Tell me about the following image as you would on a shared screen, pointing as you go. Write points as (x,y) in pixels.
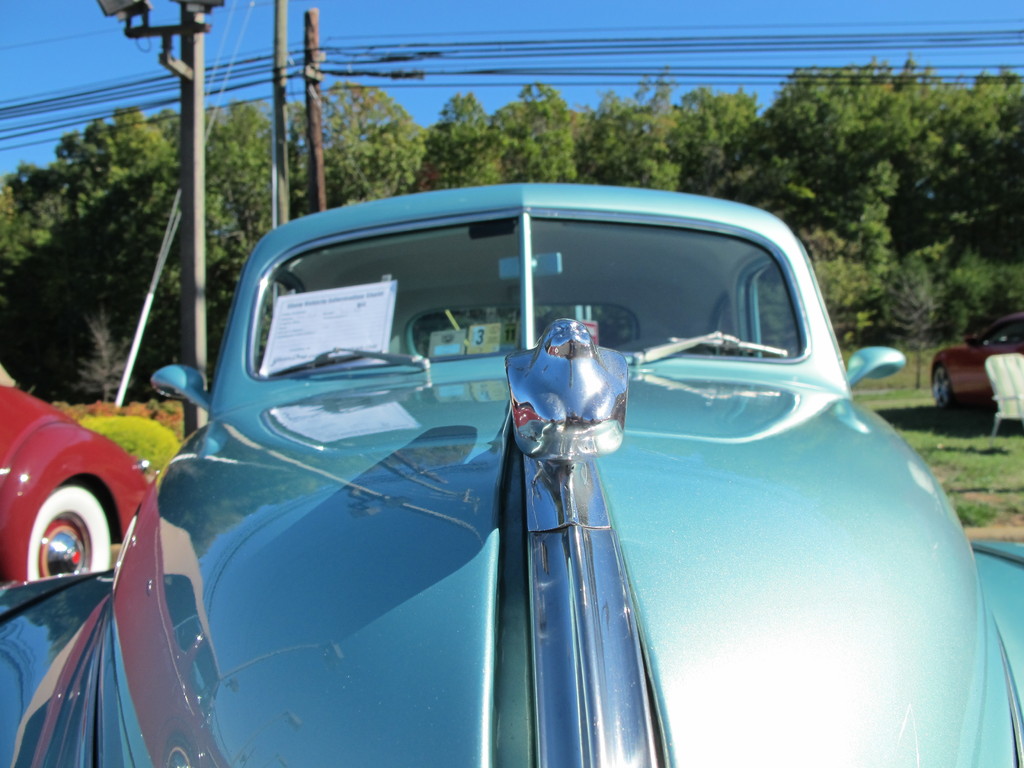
In front of the image there are cars (551,549). On the right side of the image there is a chair (994,435). At the bottom of the image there is grass (950,470) on the surface (974,479). On the left side of the image (162,417) there are plants (169,430). In the background of the image (185,213) there are current poles (308,45) with wires (558,66). There are trees (77,220). At the top of the image (597,9) there is sky (468,18).
